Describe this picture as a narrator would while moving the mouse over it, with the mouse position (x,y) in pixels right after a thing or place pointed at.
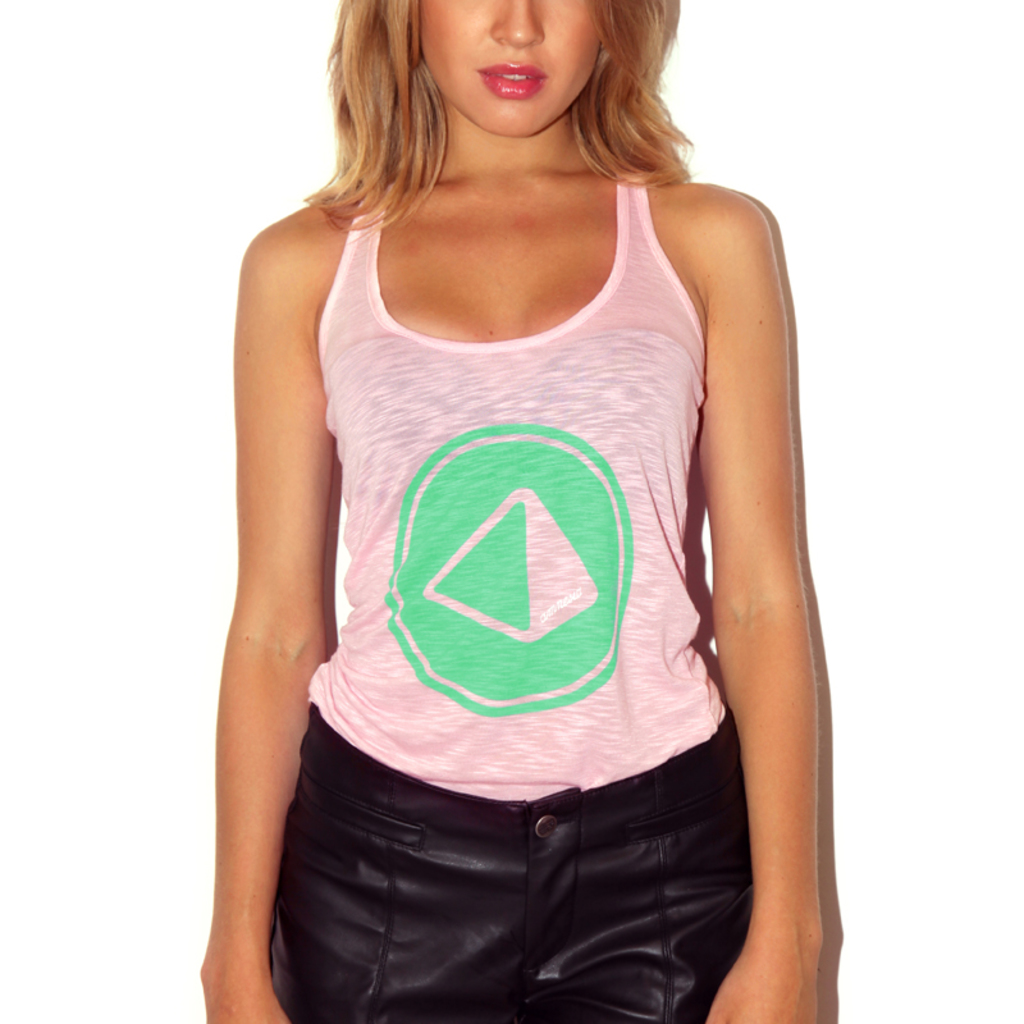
In this image I can see the person (546,500) standing and wearing the black, green and pink color dress (395,556). And there is a white background (991,320).
